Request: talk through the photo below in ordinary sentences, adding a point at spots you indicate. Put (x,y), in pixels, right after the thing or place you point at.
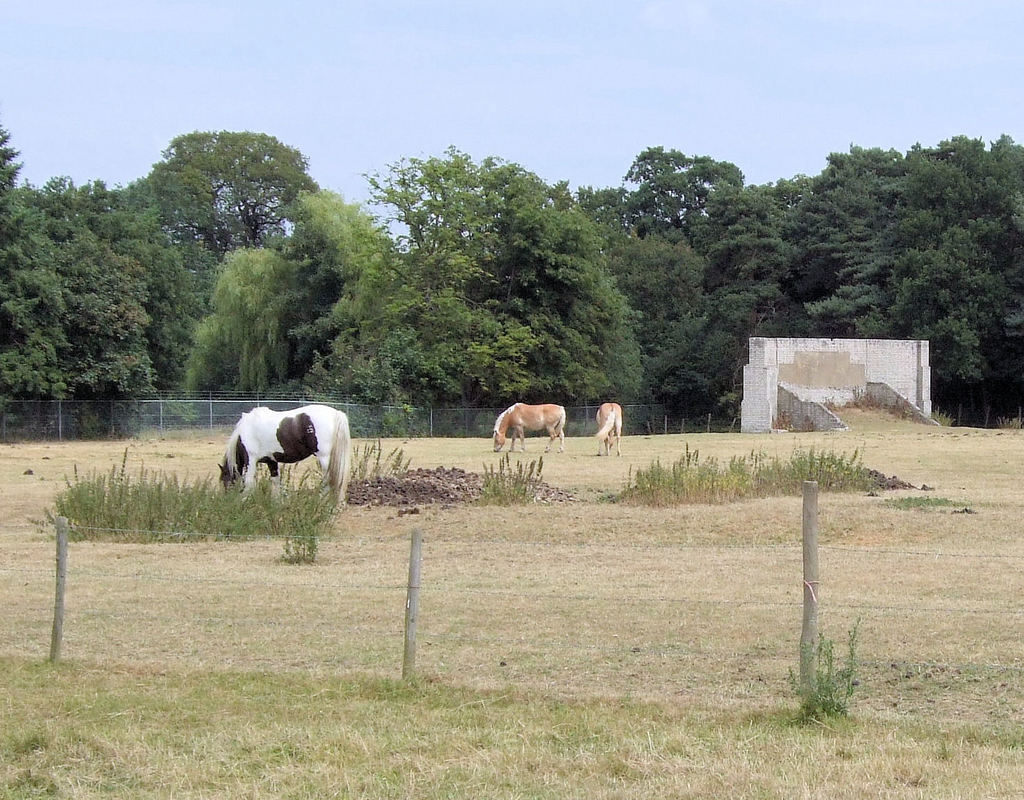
In this image, we can see animals (603,422), trees (484,315), a fence (576,419), poles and a wall (803,361). At the bottom (480,553), there are some plants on the ground (482,710).
